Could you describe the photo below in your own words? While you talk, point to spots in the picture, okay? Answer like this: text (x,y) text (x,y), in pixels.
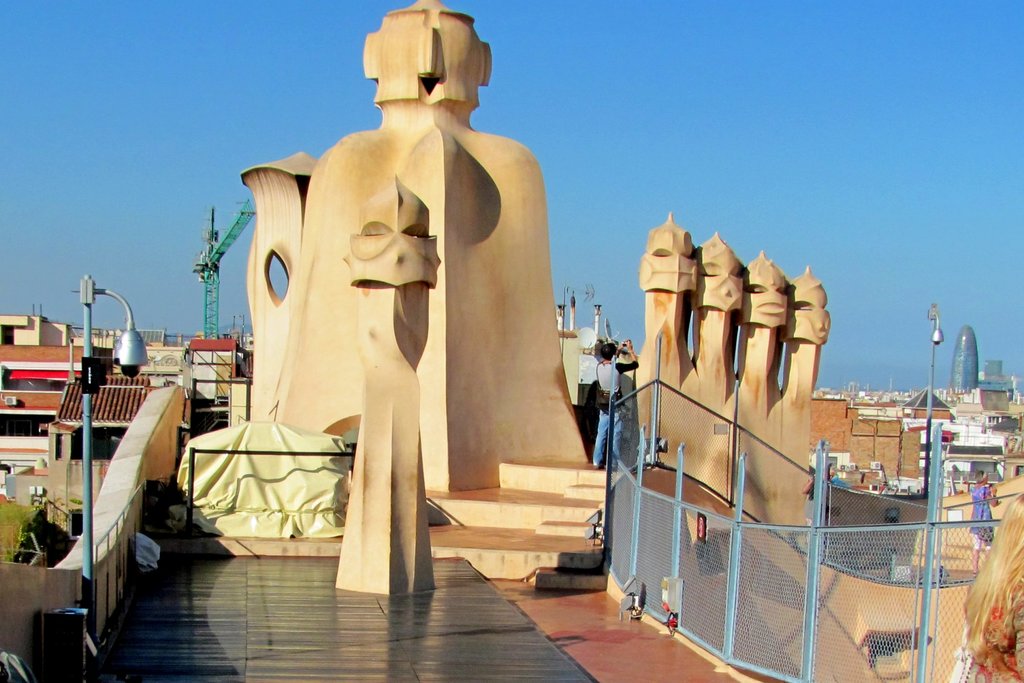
In the center of the image (542,282) we can see statue (793,380), buildings (876,422), poles (129,315), tower (210,271). At the bottom of the image (437,591) we can see floor (472,610), mesh (655,521), some persons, board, wall (144,430), roof (101,410). At the top of the image (542,76) there is a sky (505,58).
